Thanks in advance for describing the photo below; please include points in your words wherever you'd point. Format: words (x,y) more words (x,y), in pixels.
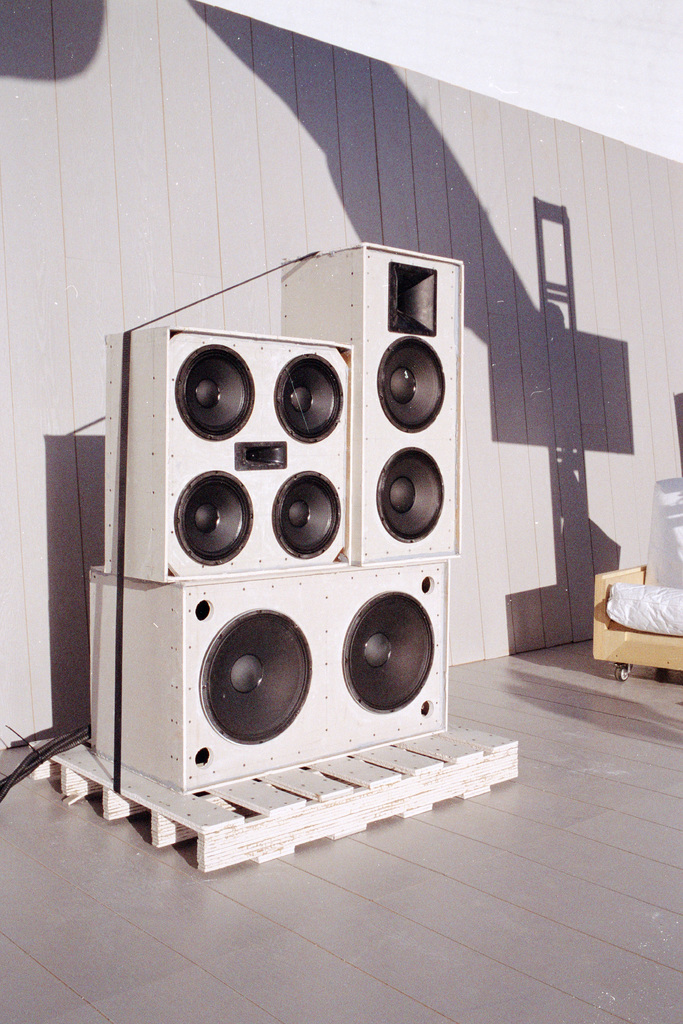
In this image, we can see some speakers (311,761) on a wooden object (486,782). We can also see some objects (630,589) on the right (679,656). We can also see the wall (543,399) with the shadow (576,355). We can also see some wires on the left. We can see the ground (13,926).
